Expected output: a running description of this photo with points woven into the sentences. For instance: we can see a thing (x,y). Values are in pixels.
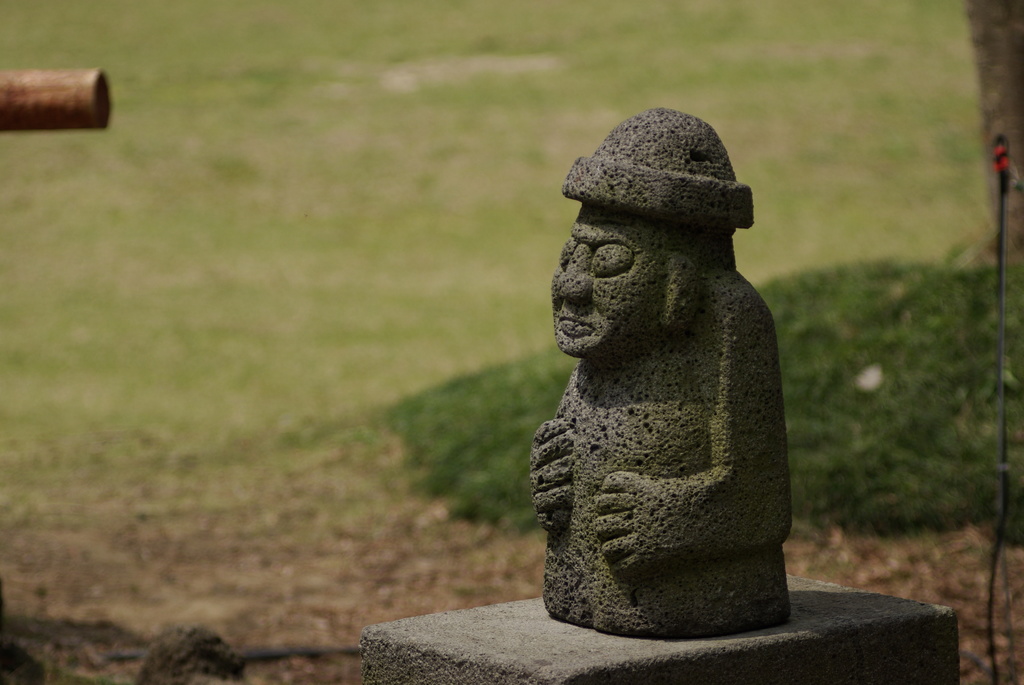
In this image there is a statue (648,347). There are grass (378,364) and sand (254,550).
